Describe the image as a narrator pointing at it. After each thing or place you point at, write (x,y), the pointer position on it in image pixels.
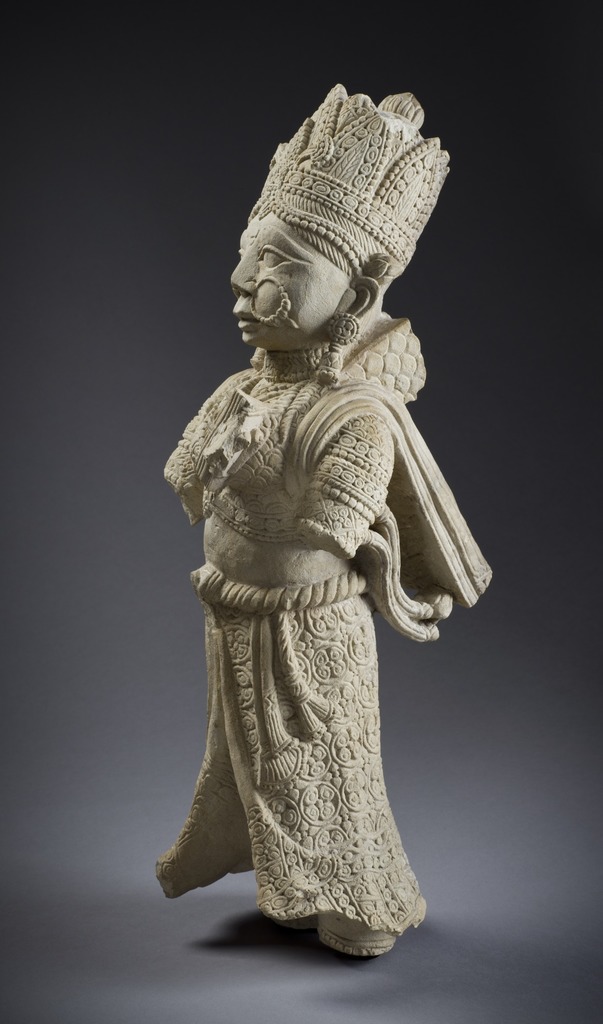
In this picture there is a statue (310,557) which has no hands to it.
